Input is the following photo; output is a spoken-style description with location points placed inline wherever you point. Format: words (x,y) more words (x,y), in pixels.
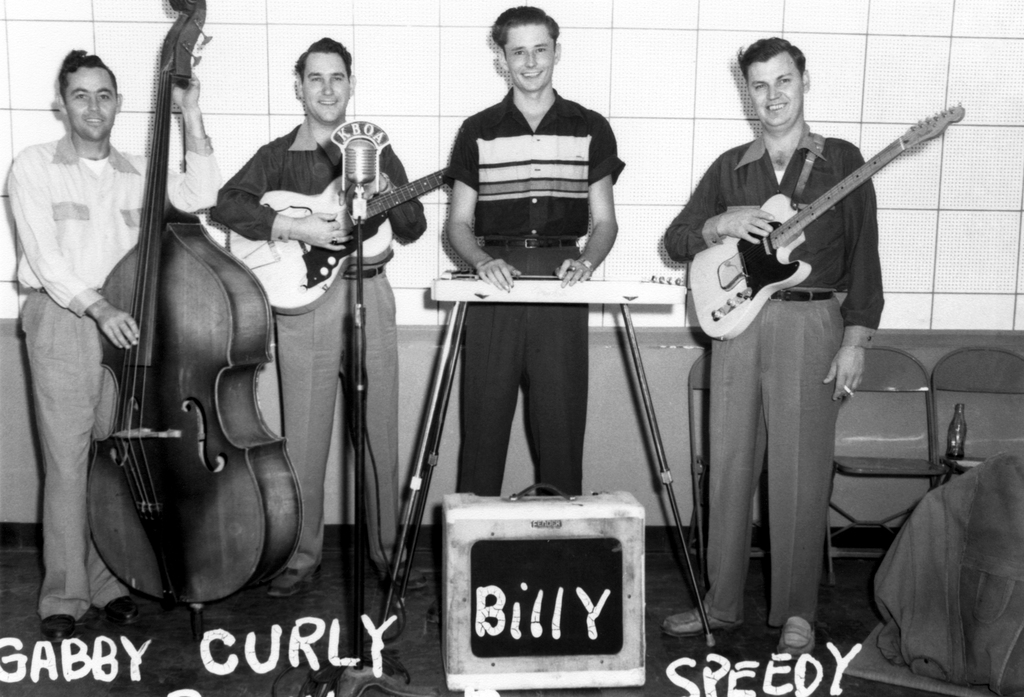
In this image there are 2 persons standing and holding instruments (188,12), another person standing and holding a guitar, another person (541,320) standing and playing a steel guitar (447,338) and at back ground (641,340) there are chair (919,467), bottle (951,422), wall (660,337).
